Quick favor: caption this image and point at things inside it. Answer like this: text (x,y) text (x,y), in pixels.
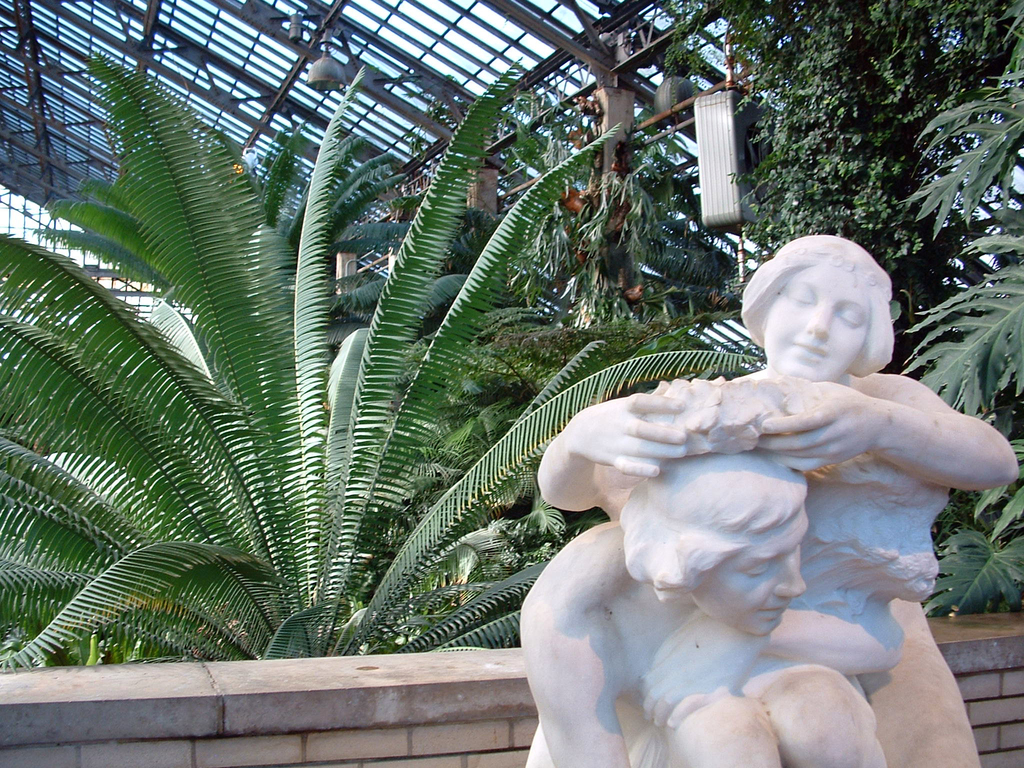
In this image on the right side (881,474) we can see statues (801,576) of two persons (791,593). In the background (478,447) we can see plants (509,506), wall (413,696), glass roof (369,99), lights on the poles (150,42) and objects (360,270).
